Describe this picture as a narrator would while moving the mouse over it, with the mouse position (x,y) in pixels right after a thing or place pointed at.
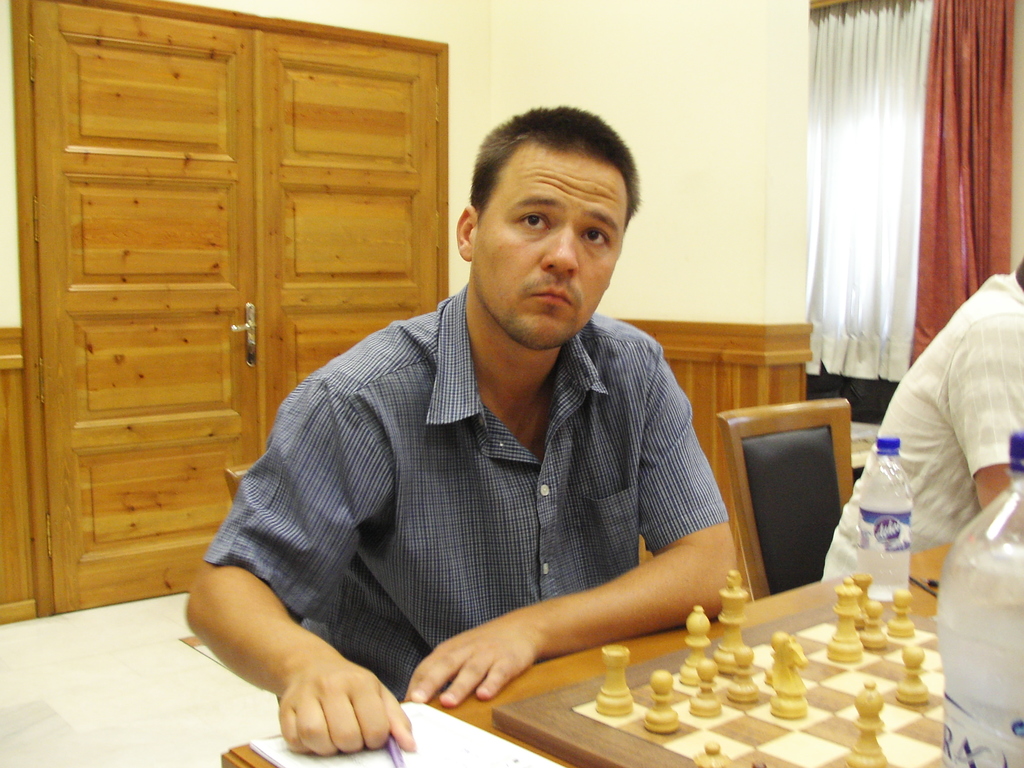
On the background (698,125) we can see a curtain (983,154), door (96,339) and a wall (610,62). Here we can see two men (955,481) sitting on chairs (841,501) in front of a table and on the table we can see chess board (841,732) and chess pieces (907,631), water bottles (1008,602). And this man (381,749) is holding a pen (394,749) in his hand (313,739).
